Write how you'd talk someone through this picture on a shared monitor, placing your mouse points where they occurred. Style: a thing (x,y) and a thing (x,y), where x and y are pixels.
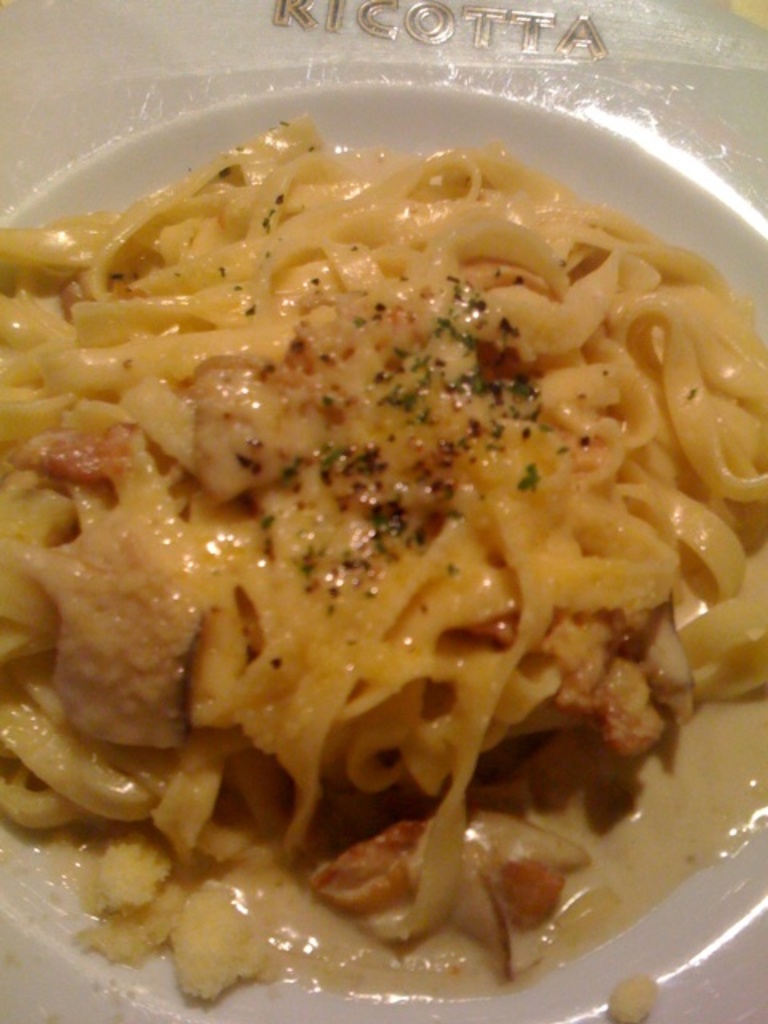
In this image we can see some food (333,842) containing pasta (744,331) and cream (550,939) in a plate (654,938).
